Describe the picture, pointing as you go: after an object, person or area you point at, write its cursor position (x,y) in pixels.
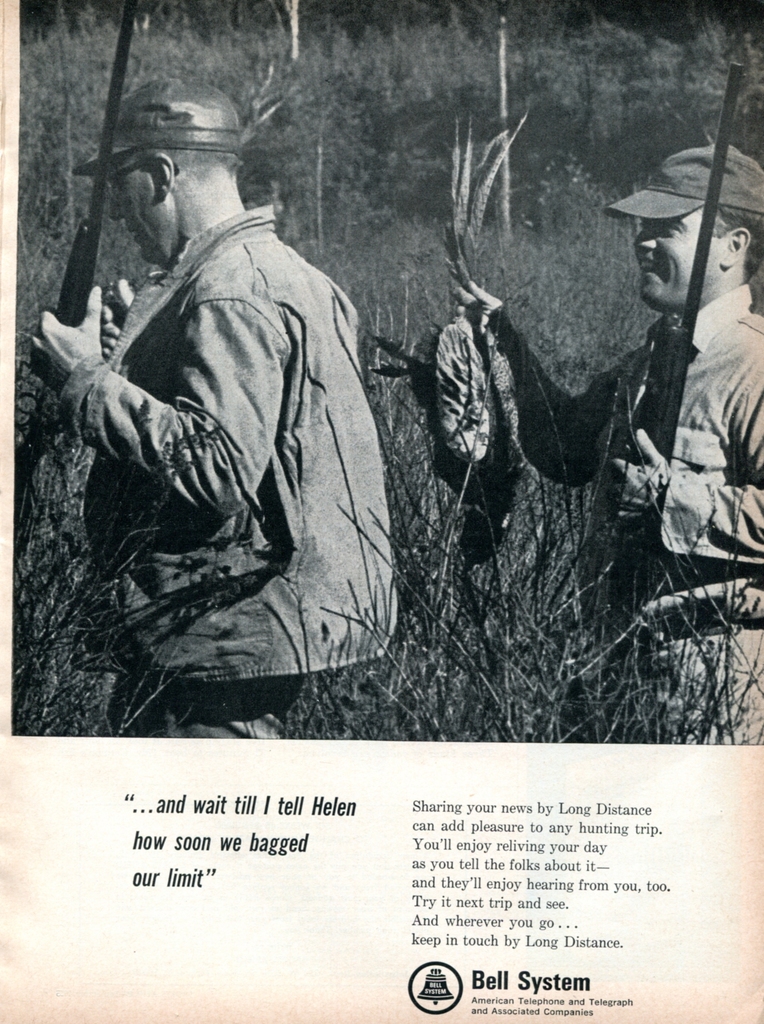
In this image we can see two men (711,608). One is on the left side (242,319) and the other one is on the right side (711,485). They are holding weapons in their hands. Here we can see the man (744,233) on the right side (534,431) holding an animal (496,367) in his right hand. In the background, we can see the trees (480,58).
